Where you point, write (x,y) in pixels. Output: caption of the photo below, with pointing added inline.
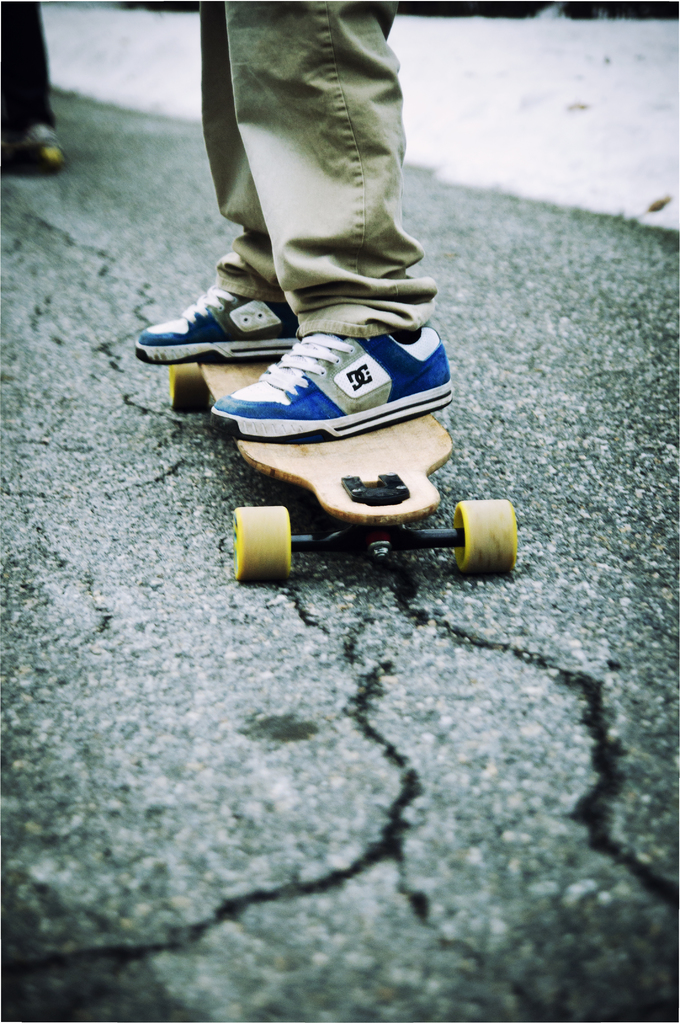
A person (390,140) wore trouser (318,144), shoes (334,353) and standing on the skate board (427,463) on the road (495,860).
